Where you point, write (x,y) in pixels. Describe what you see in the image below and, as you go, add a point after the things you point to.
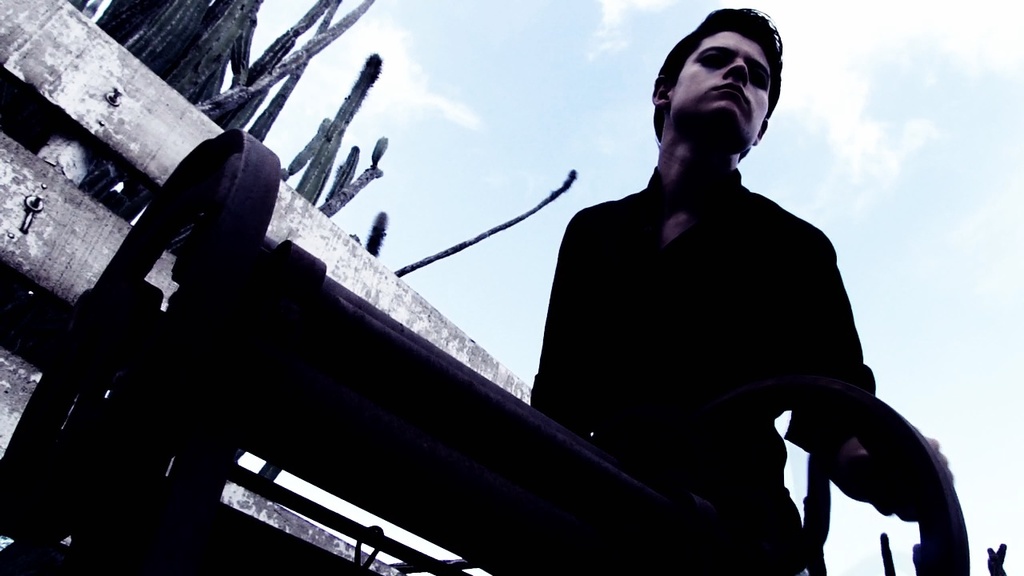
In this image, we can see a person (692,307) and wheels (942,525). Background (85,199) there are few wooden sticks (49,206) and sky (549,127).
